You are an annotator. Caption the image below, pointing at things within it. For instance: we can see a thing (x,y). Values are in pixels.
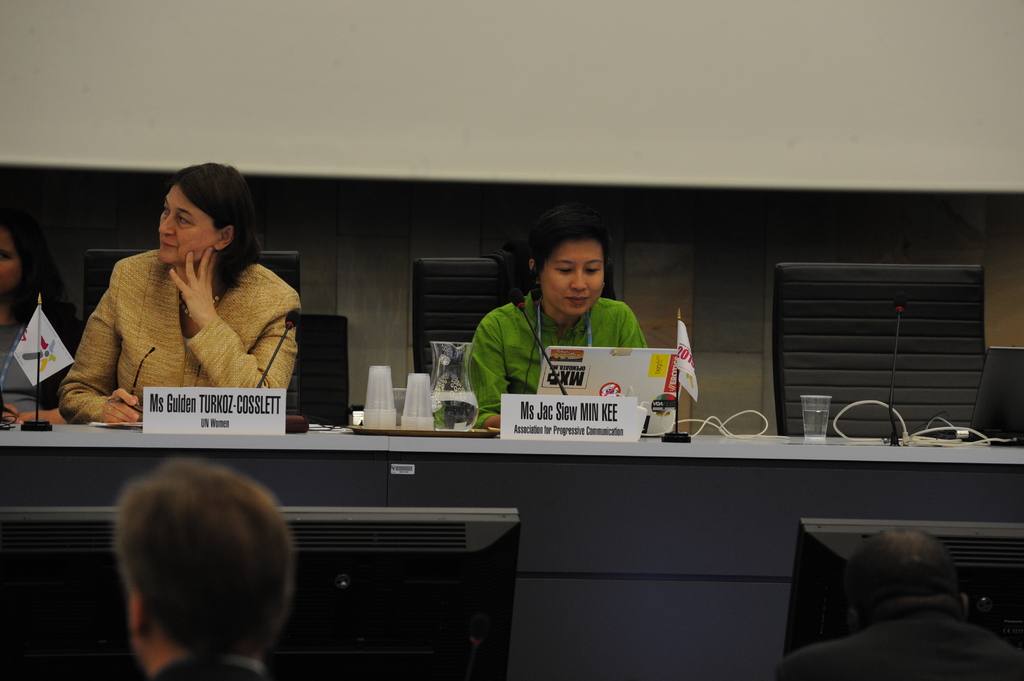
In the center of the image (585,291) we can see two people (120,371) sitting, before them there is a table (559,481) and we can see glasses (415,389), laptop (652,421), flags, wires (754,425) and a jug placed on the table (723,445). At the bottom (506,622) we can see computers (508,601), mic (484,624) and people (879,671). In the background (501,238) there is a wall (572,192).
